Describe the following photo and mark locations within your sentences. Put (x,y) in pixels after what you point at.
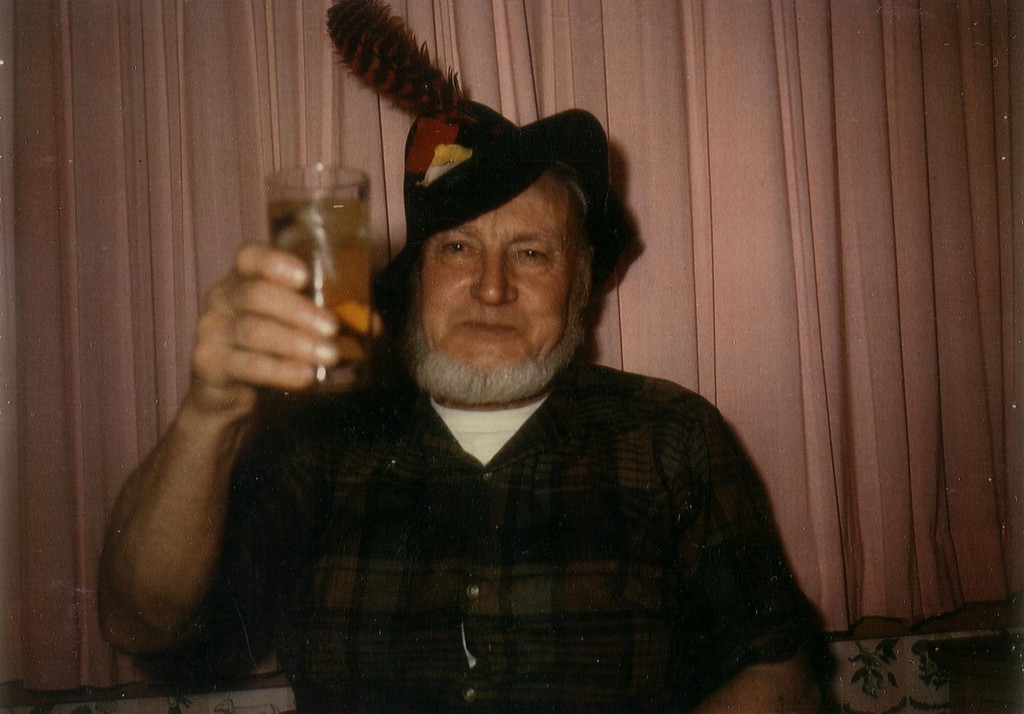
In the image I can see a person (493,500) who is wearing the cap (442,98) and holding the glass (316,225).
